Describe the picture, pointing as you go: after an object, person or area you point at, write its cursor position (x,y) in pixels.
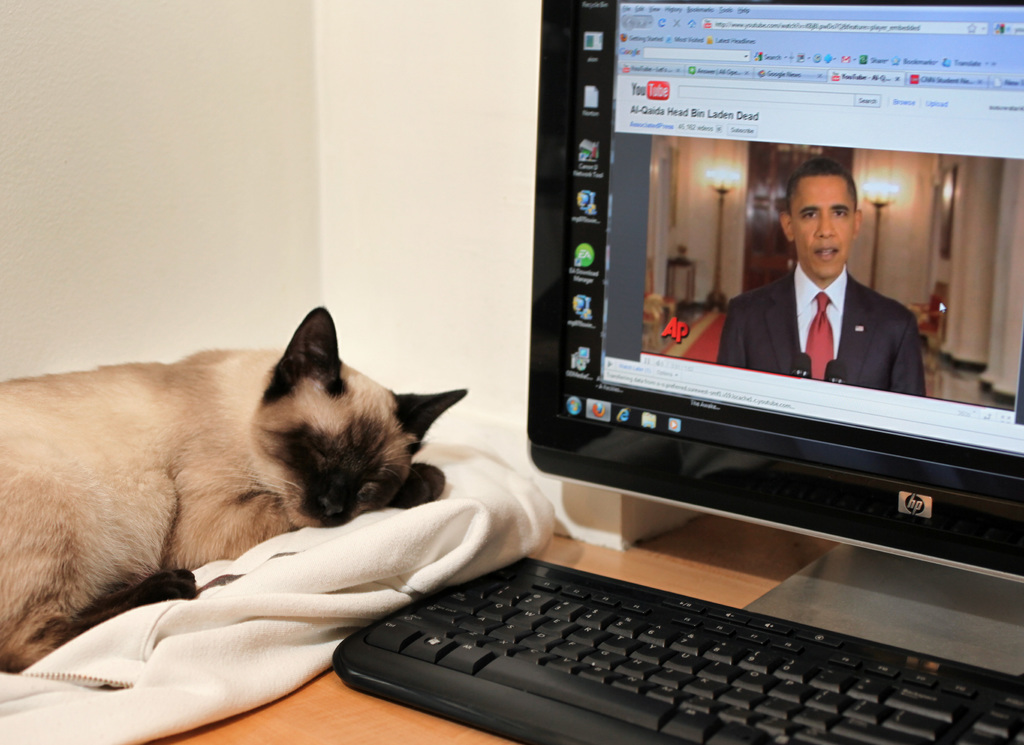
On the right side of the image (875,180), we can see a monitor (769,151) and keyboard (677,664) on the wooden surface (784,576). On the screen (882,225), we can see icons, text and person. On the left side of the image (152,396), there is a cat (222,472) sleeping on the cloth (269,641). There is a white wall (362,186) in the background (248,186).
